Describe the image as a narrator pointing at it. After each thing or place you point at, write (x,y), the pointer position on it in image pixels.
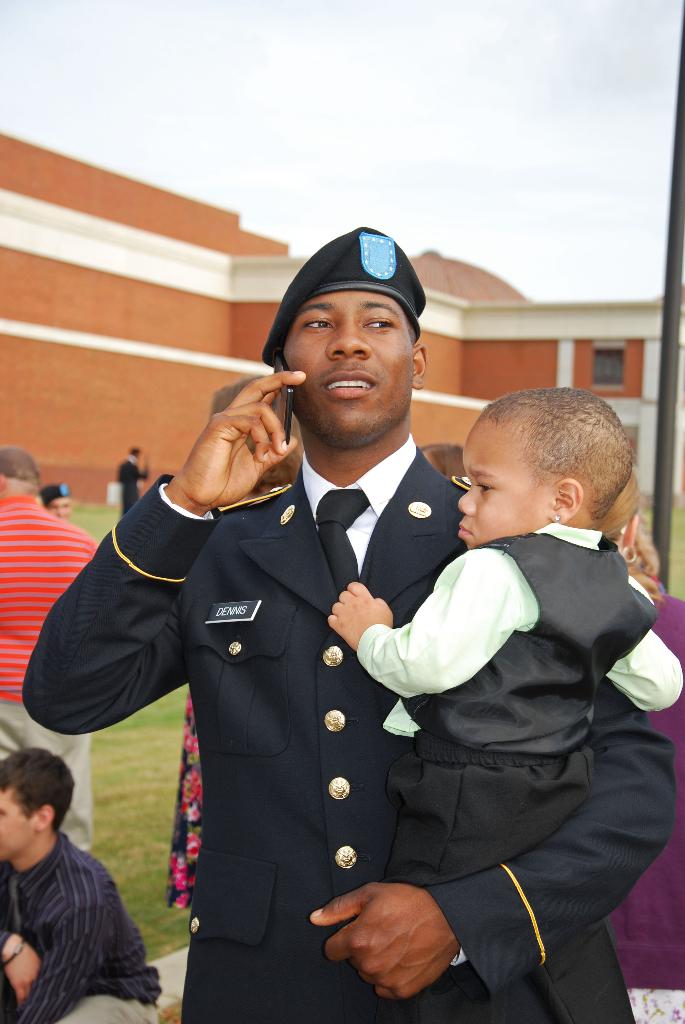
In this image in the front (322,699) there is a person (382,705) standing and holding a kid (436,809) in his arms (91,575) and speaking on the phone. In the center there are persons (83,874) sitting and standing and there is grass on the ground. In the background (253,306) there is a building (469,337) and the sky (401,73) is cloudy.
